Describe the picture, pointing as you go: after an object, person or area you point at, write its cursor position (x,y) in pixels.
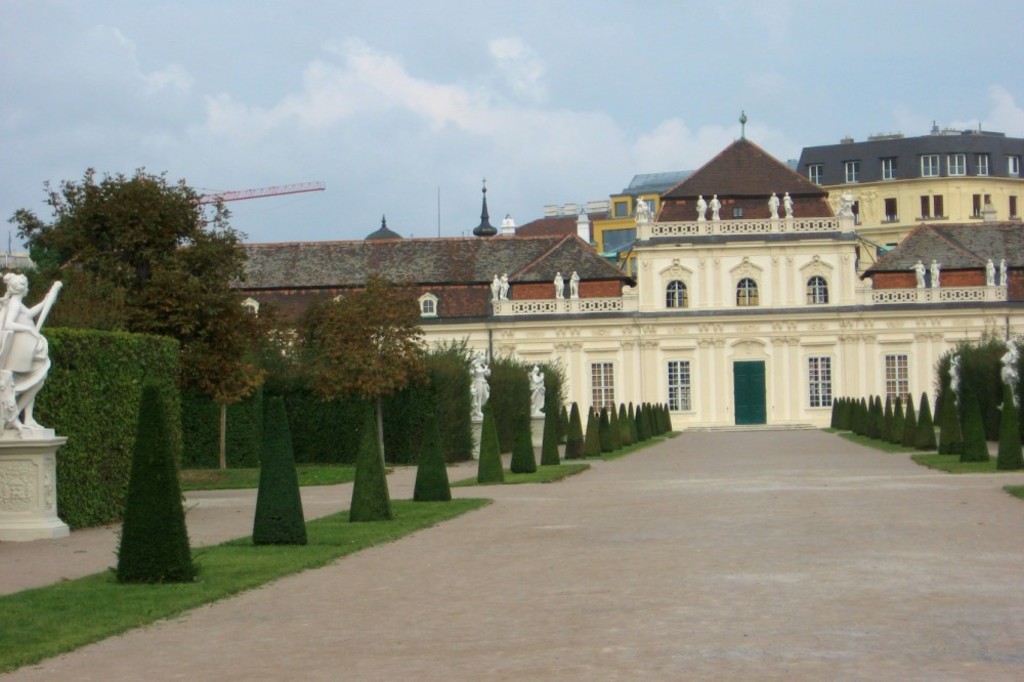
In this image I can see few buildings (785,368), windows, door (742,419), few trees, white color statues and the crane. The sky (531,86) is in blue and white color.
